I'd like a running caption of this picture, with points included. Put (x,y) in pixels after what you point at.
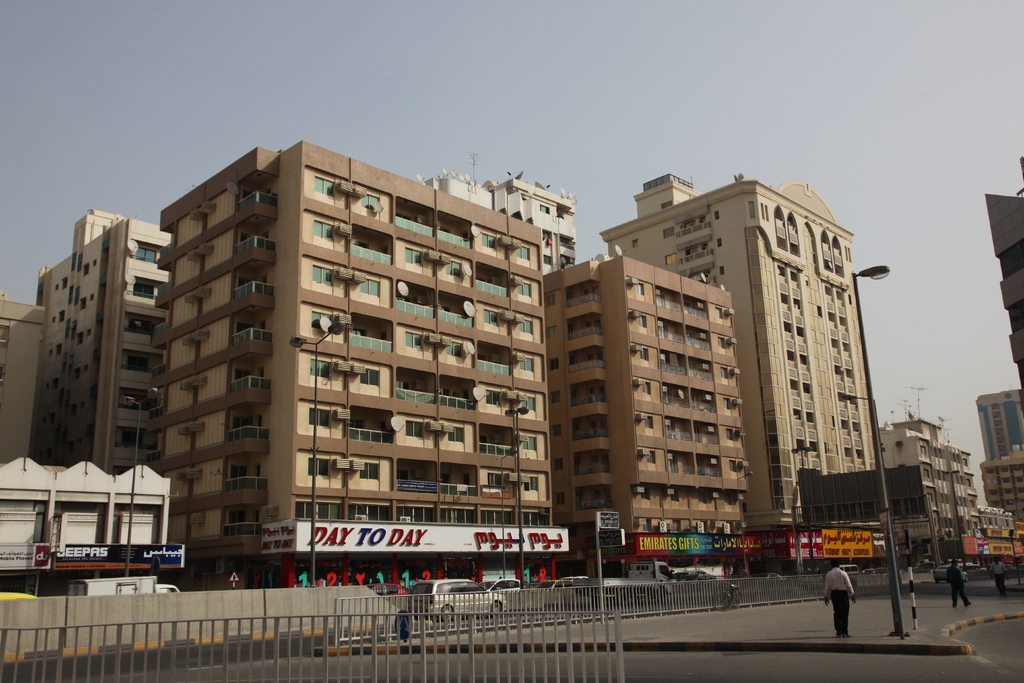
In this image there are people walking on the pavement (867,600) having street lights (867,362). Bottom of the image (357,646) there is a fence (374,614). Behind there are vehicles (553,592) on the road (83,670). Background (802,377) there are buildings (400,435). Top of the image (682,57) there is sky (682,57).
